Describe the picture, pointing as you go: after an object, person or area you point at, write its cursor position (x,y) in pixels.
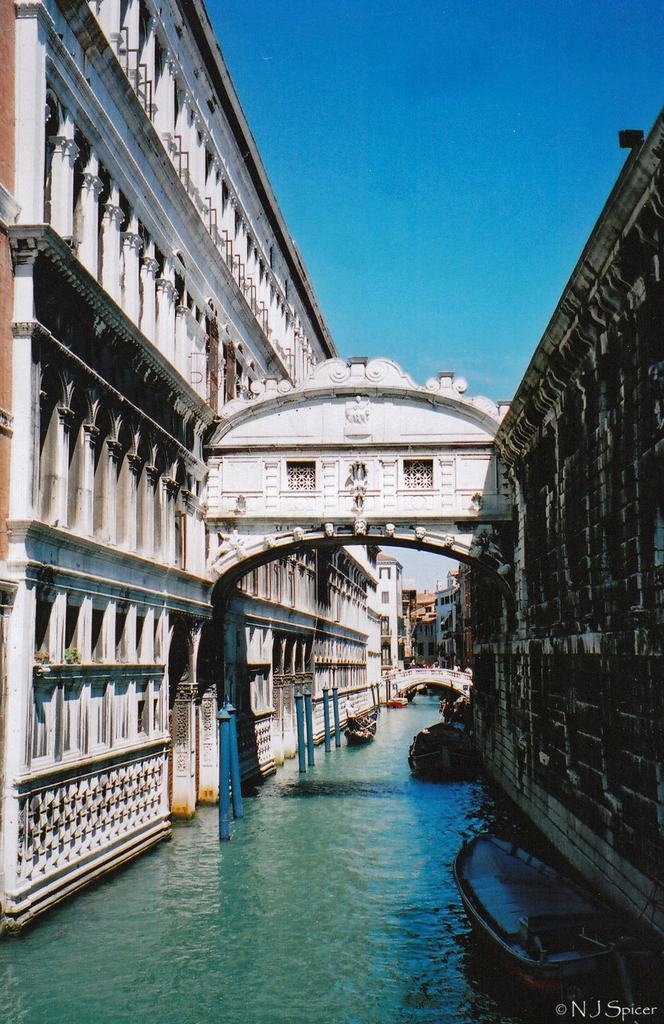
Sky (500,141) is in blue color. Here we can see buildings (56,599). Above this water (326,761) there are boats (406,702).
